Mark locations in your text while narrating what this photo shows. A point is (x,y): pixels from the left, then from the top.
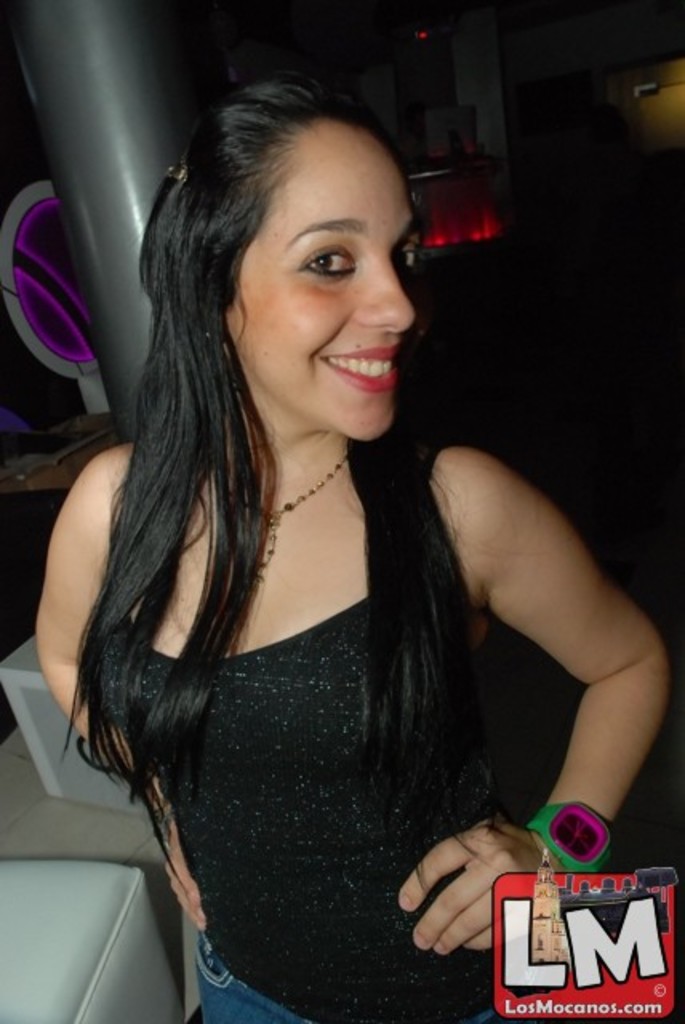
In this image I can see the person (313,676) with black and blue color dress (230,1000). To the left (57,958) I can see the ash color couch (81,926), pole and the board (53,301). And there is a red and black background (9,128).
